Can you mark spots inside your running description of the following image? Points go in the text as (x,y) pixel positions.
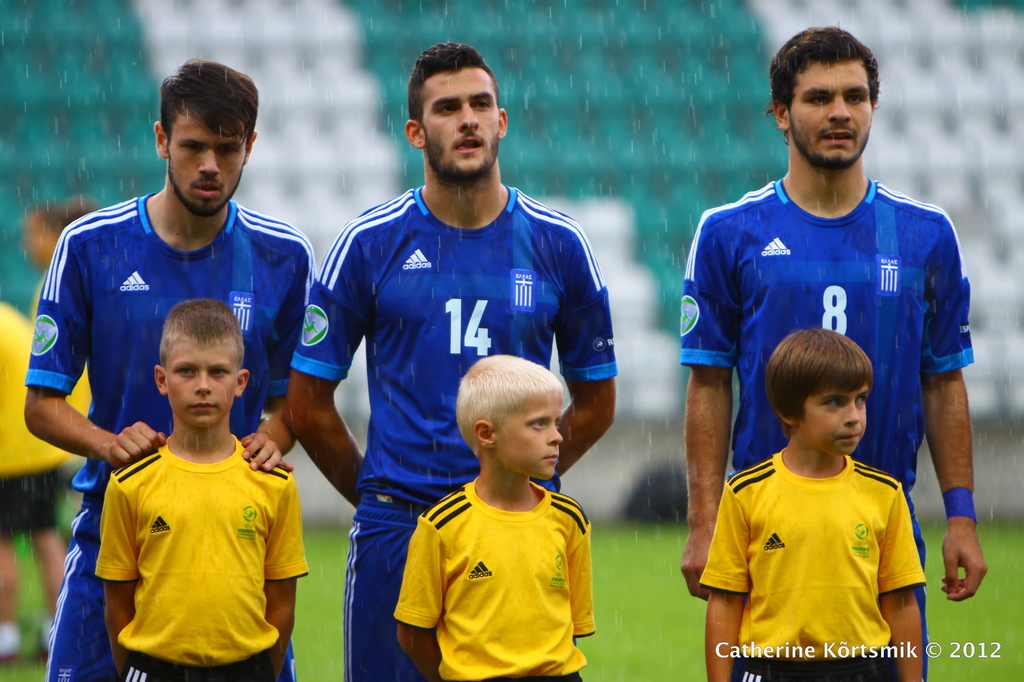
In this picture I can see there are three men (265,353) standing and along with them there are three boys (292,587) standing and the men (265,353) are wearing blue jerseys (698,320) and the kids (554,559) are wearing yellow jerseys (563,578). They are standing in the playground (970,635) and there's grass (1007,668) on the floor (644,557). It is raining and there is a logo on the right bottom of the picture (720,653).
